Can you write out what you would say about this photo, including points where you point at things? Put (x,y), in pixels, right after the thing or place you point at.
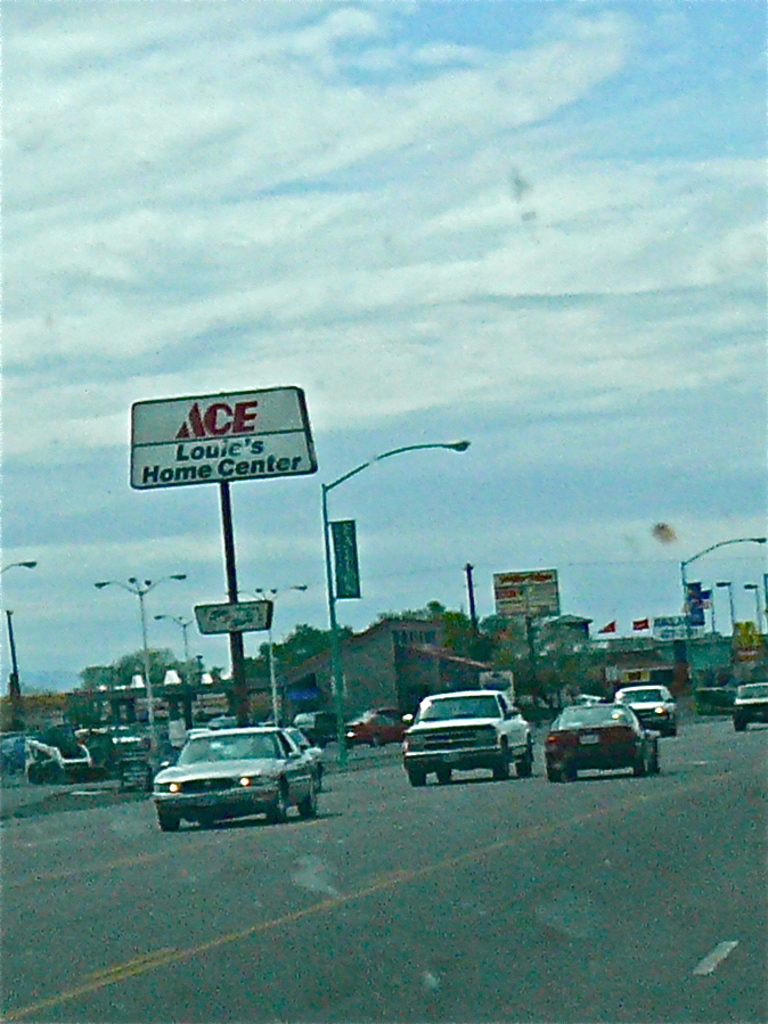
This image is taken outdoors. At the bottom of the image (236,905) there is a road (378,889). At the top of the image (280,212) there is a sky (80,312) with clouds (187,149). In the middle of the image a few cars (402,719) are moving on the road (454,912). There are a few trees (474,628), street lights (328,523), poles (271,650), signboards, flags (636,628) and a few boards (187,462) with text (222,610) on them.
